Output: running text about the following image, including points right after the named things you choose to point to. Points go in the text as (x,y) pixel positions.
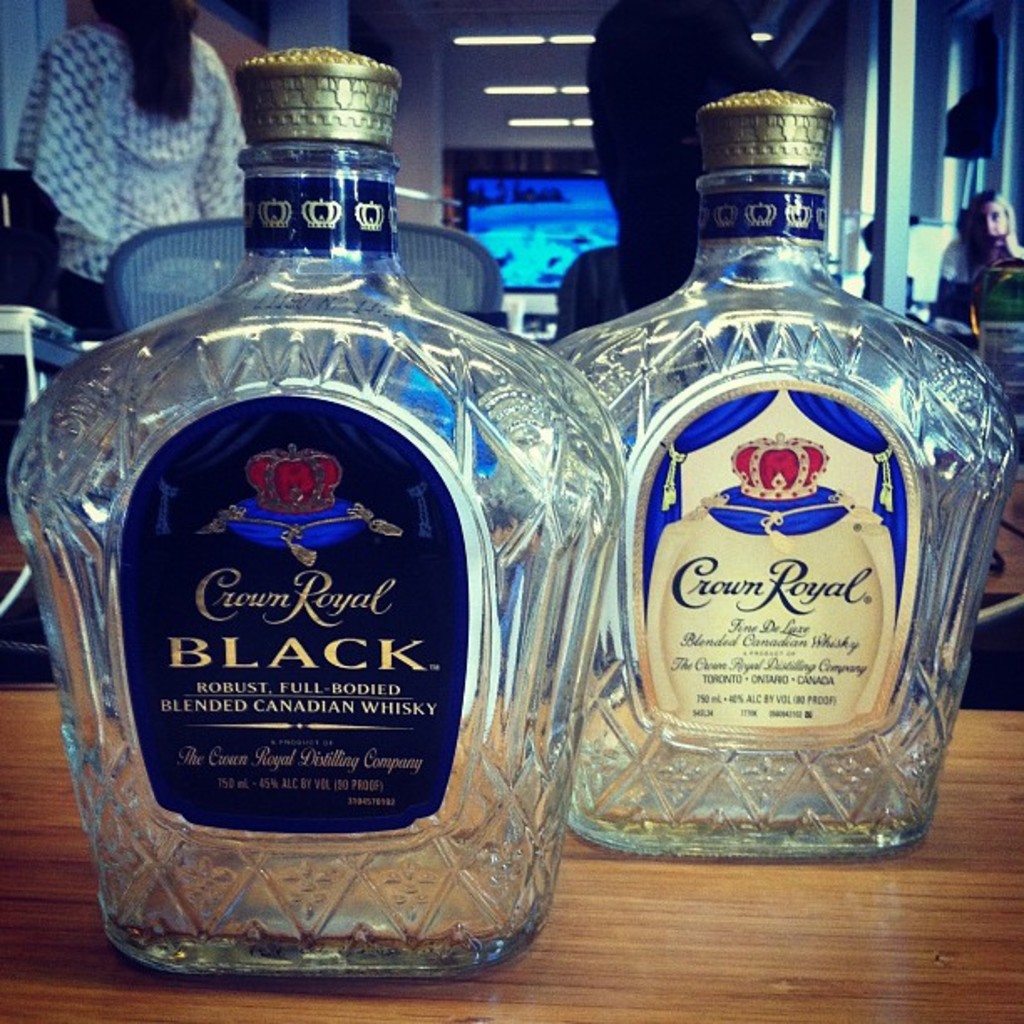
There are two empty whisky bottles (827,681) on a table (644,936).
